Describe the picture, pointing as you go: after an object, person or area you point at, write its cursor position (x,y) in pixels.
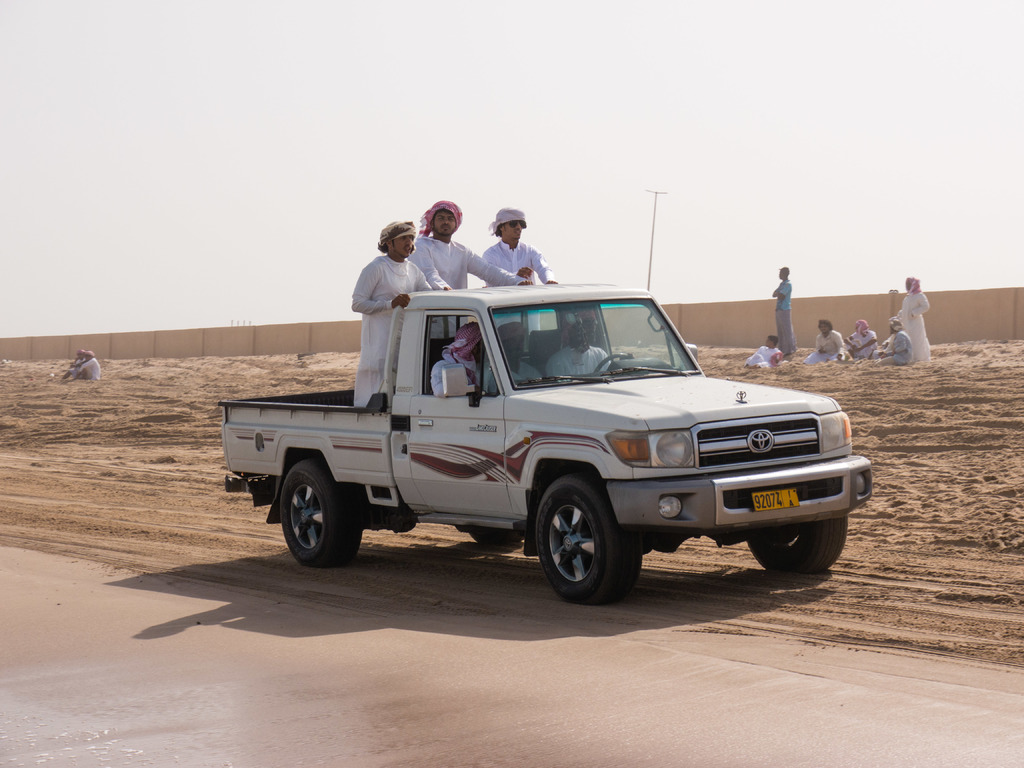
In the image there is a vehicle (466,481). Inside the vehicle (533,414) there are few people (570,350) sitting and also there are three persons (408,266) standing. Behind them on the ground (878,388) there are few people (893,355). In the background (736,306) there is a fencing wall (695,316). At the top of the image (564,158) there is sky (454,154).
